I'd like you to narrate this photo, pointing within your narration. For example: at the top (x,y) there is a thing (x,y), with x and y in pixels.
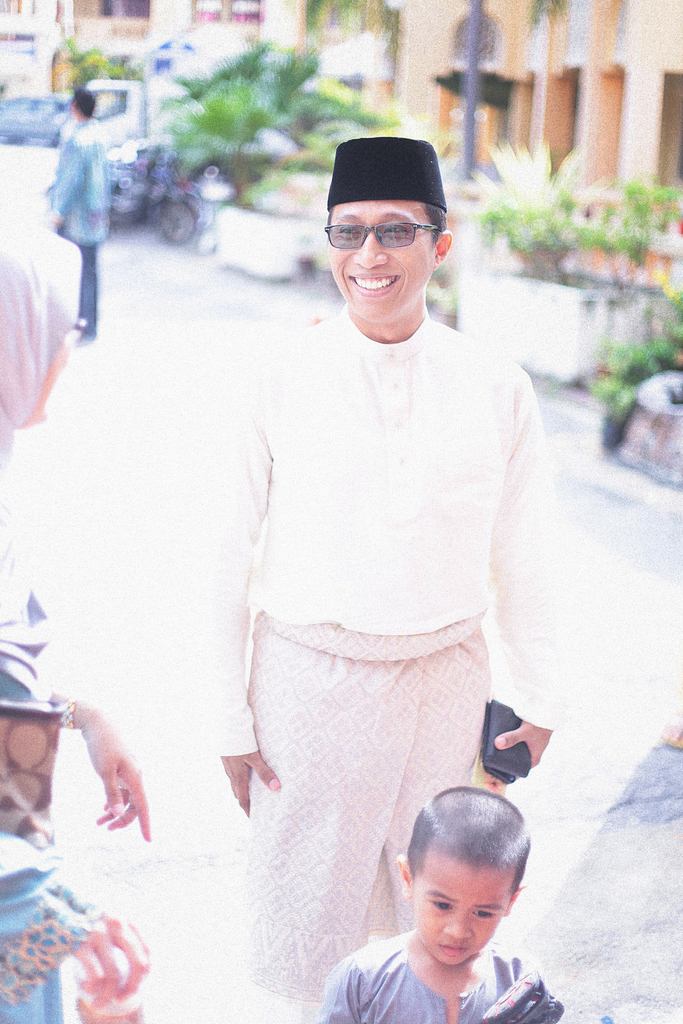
Here we can see people (300,530) and a kid (435,871). This person (423,569) wore goggles (387,229), hat (422,201) and holding an object (508,753). Background (85,117) it is blur. We can see buildings (9,45), vehicles (41,117), person (64,229), pole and plants (582,223).
